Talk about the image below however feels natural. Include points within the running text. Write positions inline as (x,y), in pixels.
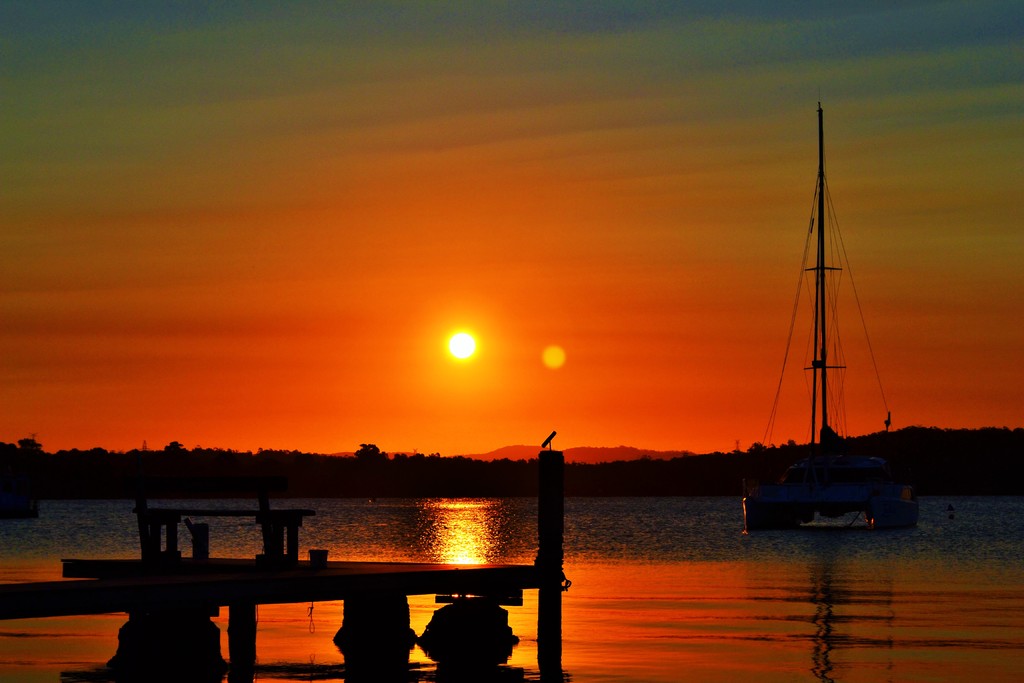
There is a bridge (526,572) and a boat (766,527) on the surface of water (780,550) as we can see at the bottom of this image (529,507). There are some trees (739,465) and mountains (617,450) in the background (590,450). There is a sun (465,343) in the sky (444,341) as we can see at the top of this image (199,138).
